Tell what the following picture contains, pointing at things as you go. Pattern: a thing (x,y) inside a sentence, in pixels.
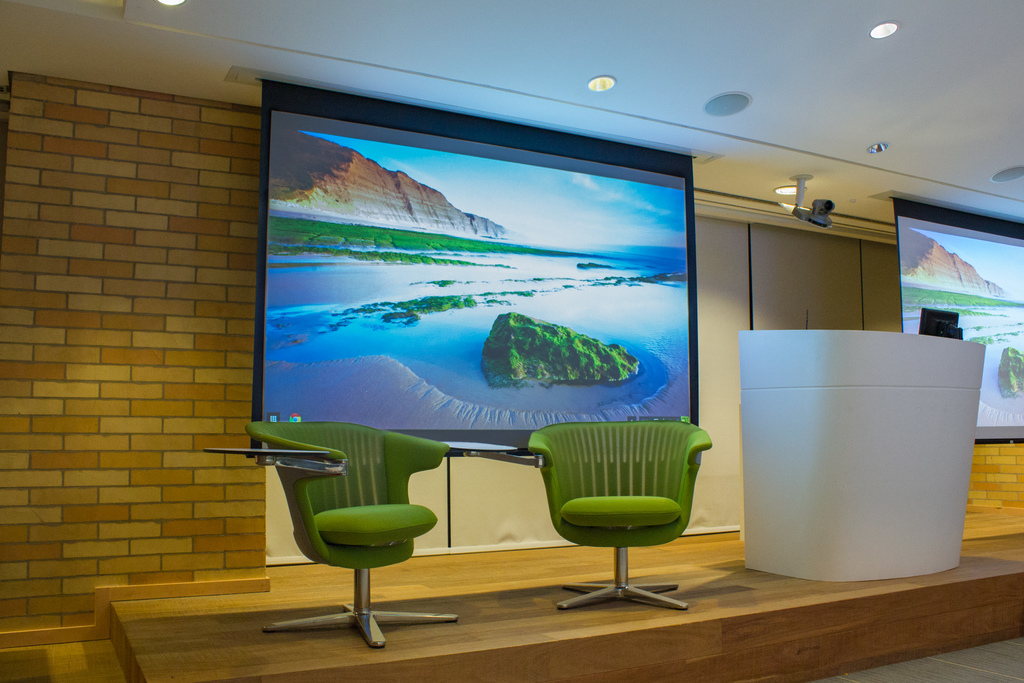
In the picture I can see green color chairs (281,623) and a white color table (816,463) upon which I can see a monitor (950,332) are placed on the wooden surface (267,623), here I can see projector screens (632,380) on which I can see some pictures (489,324) is displayed, I can see wall (223,479) and ceiling lights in the background (10,365).
